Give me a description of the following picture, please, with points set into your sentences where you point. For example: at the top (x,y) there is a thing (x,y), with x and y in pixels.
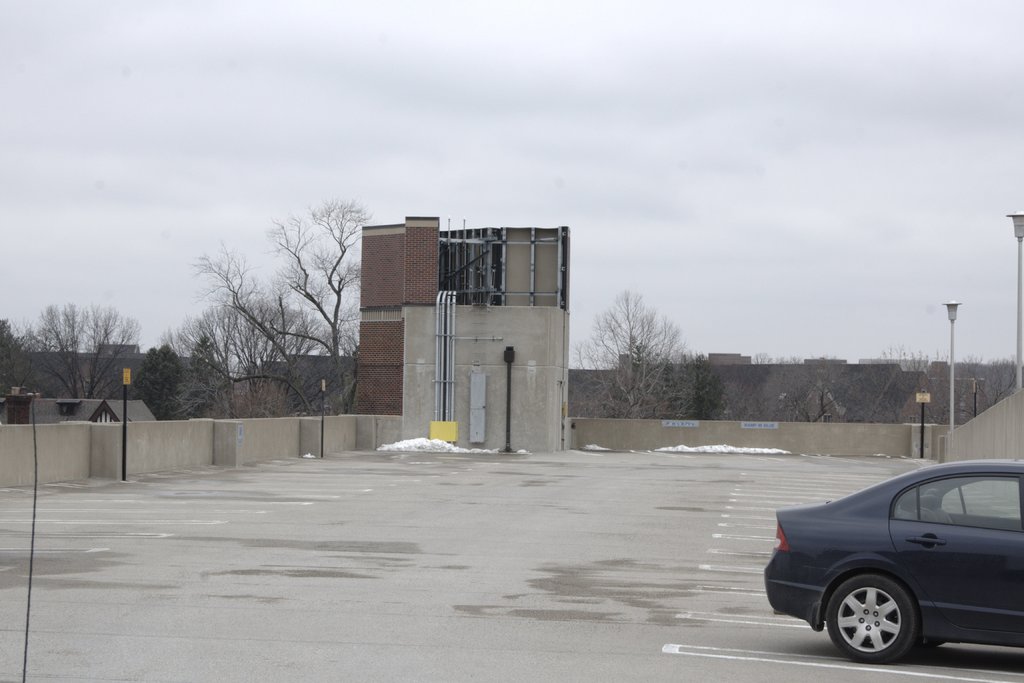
In the picture I can see a car (899,636) parked in a parking space (829,471) and it is on the bottom right side (1002,647). I can see the light poles (950,405) on the right side (1020,304). In the background (754,385), I can see the houses (901,397) and deciduous trees (652,357). There are clouds (753,218) in the sky (638,182).
